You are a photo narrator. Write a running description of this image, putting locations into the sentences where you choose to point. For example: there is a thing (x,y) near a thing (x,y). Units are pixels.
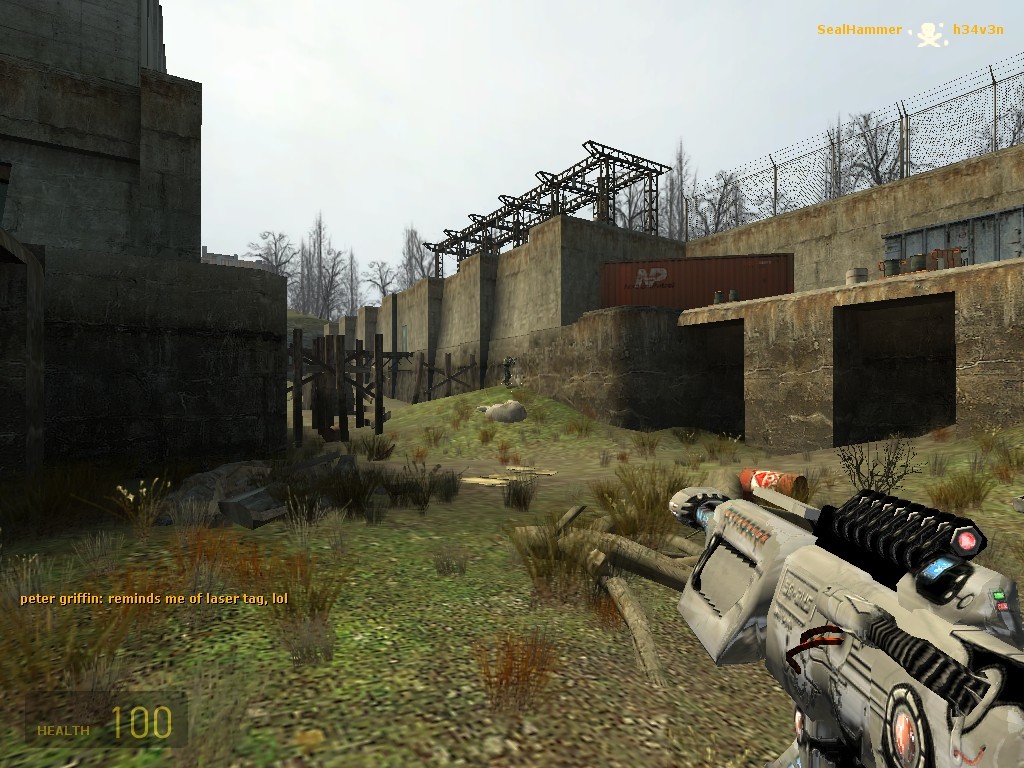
This is an animated image. In this image, on the ground (376,543) there are plants (372,488). On the right side (843,624) there is a gun (901,594). On the sides there are buildings (495,323). There are poles (327,363). In the background (511,192) there are trees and sky (435,106). Also there are watermark (256,597) on the image.
